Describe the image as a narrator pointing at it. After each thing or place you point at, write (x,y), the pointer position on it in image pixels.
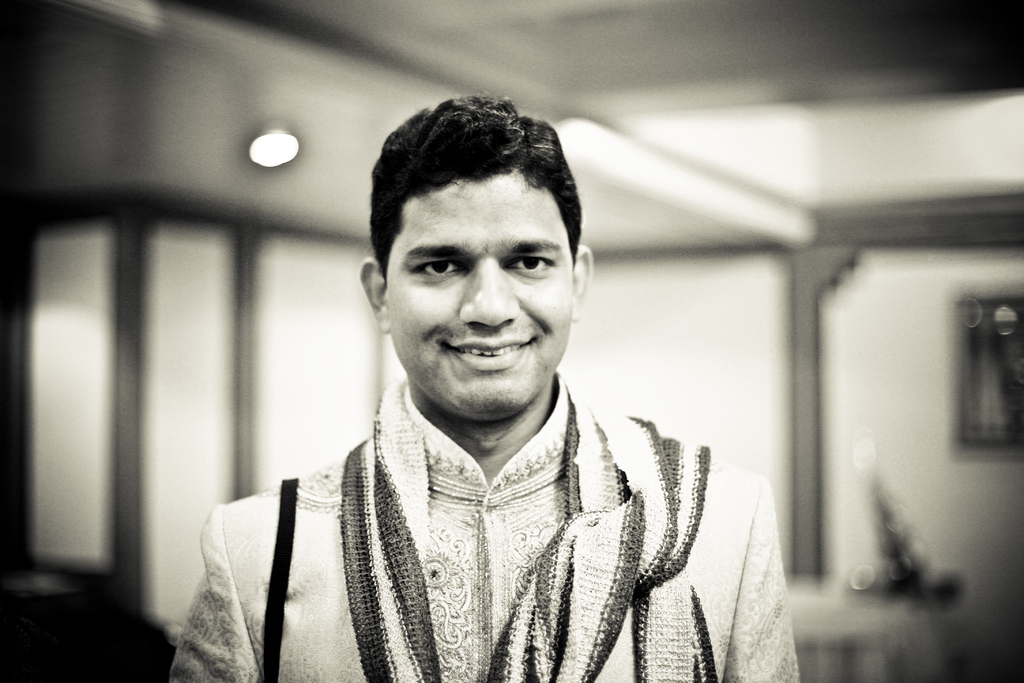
In this image I can see in the middle (519,421) there is a man (549,450), he is smiling, at the back side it looks like a light (286,146). This image is in black and white color.
